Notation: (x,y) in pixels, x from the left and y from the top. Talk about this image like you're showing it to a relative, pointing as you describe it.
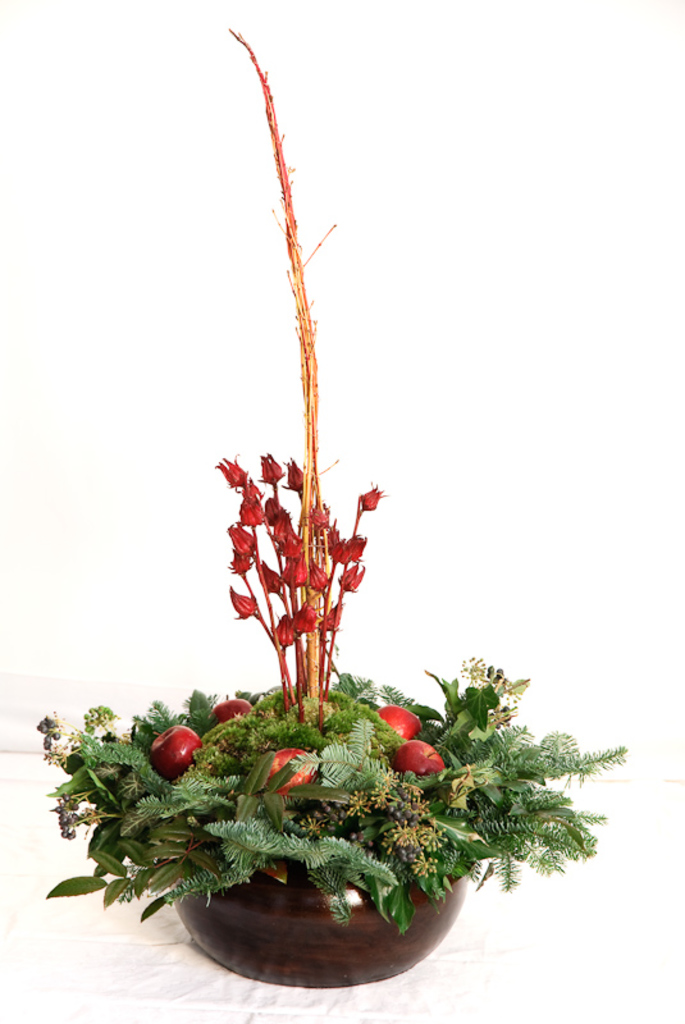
In this image I can see few leaves (563,826) in green color, fruits (417,760) in red color and flowers (232,476) also in red color, in a brown color pot (385,944) and I can see white color background (404,402).
